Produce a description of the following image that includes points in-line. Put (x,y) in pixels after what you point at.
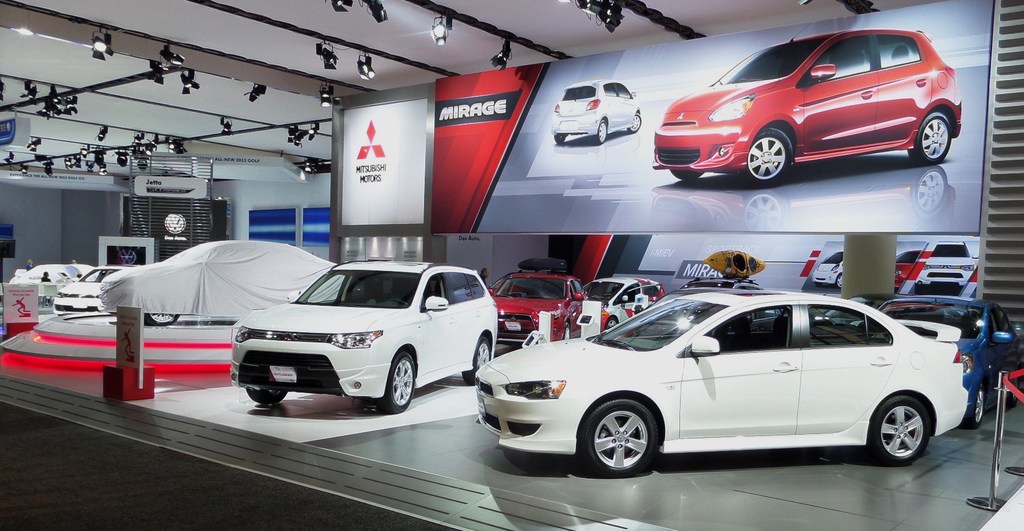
In this picture we can see some cars (543,425) in the showroom (427,423). Above we can see the banner poster (523,161) and many spotlights (335,53) on the ceiling (275,58).
